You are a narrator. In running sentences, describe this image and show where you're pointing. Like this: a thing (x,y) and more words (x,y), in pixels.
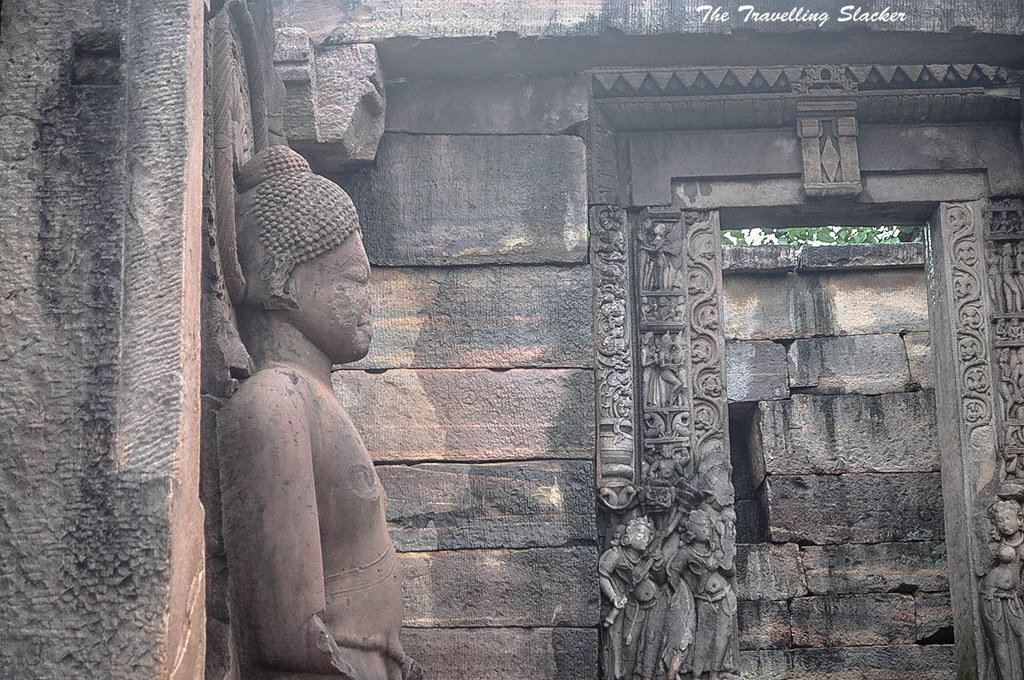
In this image there is a sculpture (341,472) in the middle (345,357). In the background (383,432) there is a stone wall (588,284). On the right side (714,260) there is an entrance (733,373).
